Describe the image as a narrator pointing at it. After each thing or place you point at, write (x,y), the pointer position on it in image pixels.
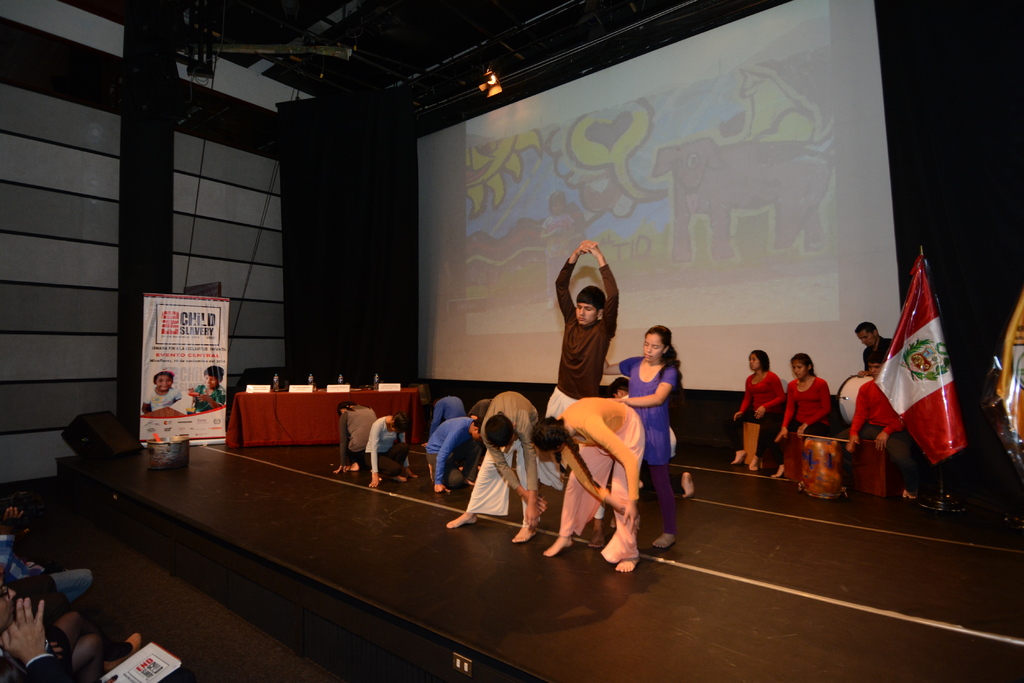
In the center of the image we can see one stage (447,565). On the stage (730,545), we can see a few people (593,392) are performing. In the bottom left side of the image (41,583), we can see a few people (47,648) are sitting and we can see the corner person (64,672) holding some object (150,650). In the background (328,435) there is a screen (889,276), wall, roof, light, tablecloth (314,430), few people (898,441) are sitting and holding some objects (856,449) and a few other objects (890,375).
